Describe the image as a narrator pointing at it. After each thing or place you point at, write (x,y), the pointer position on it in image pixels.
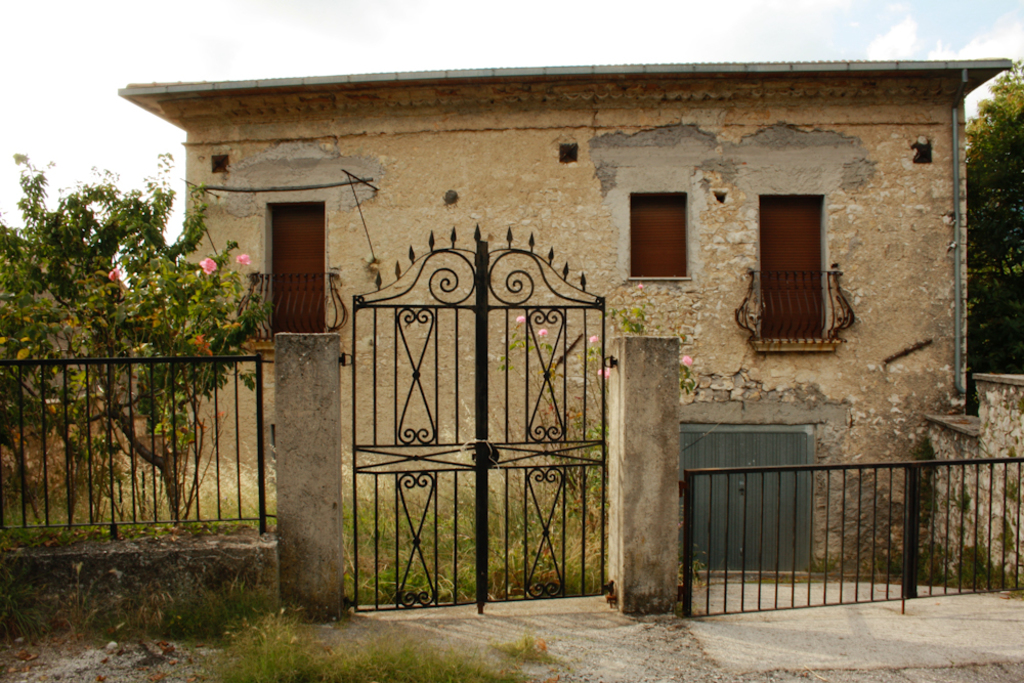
There is a gate (485,298) in the center of the image (532,433) and there are boundaries (647,527) on both the sides, there is a house (544,203) in the background area (548,101), on which there are windows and there is a tree (990,273) and plants (225,283) in the image, there is sky (395,18) at the top side (783,40).
